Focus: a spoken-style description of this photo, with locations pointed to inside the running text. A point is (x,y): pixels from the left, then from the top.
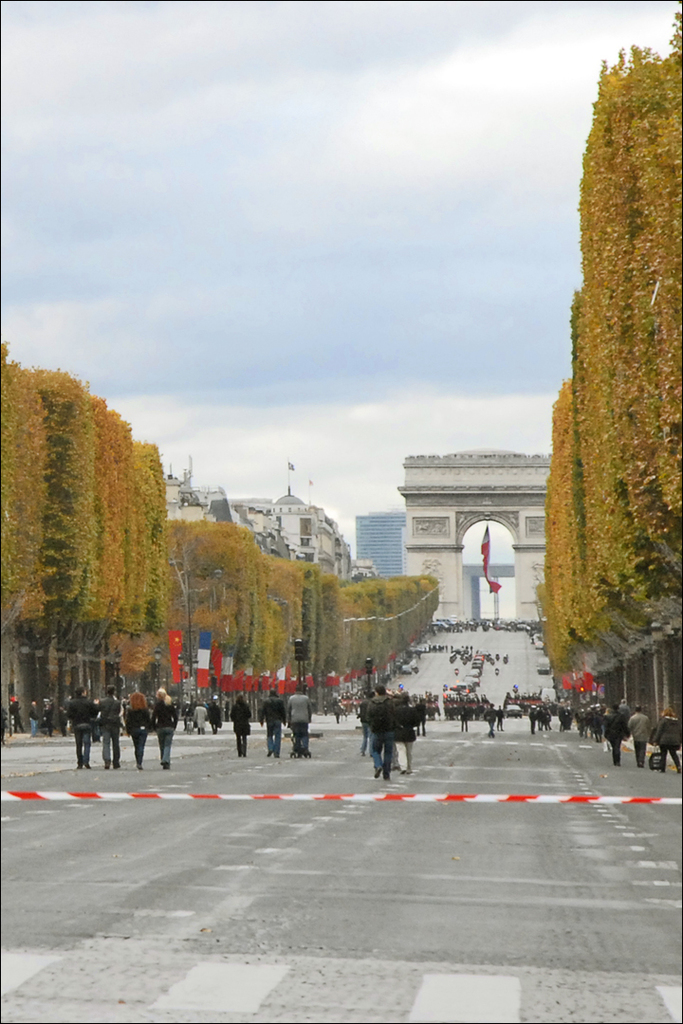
In this image we can see many trees (600,570). We can also see the monument (465,511), flag (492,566), traffic signal poles (301,657) and some information boards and also the buildings (342,532). We can also see many people (353,707) walking on the road (448,771). There is sky (282,288) with some clouds (461,412).
